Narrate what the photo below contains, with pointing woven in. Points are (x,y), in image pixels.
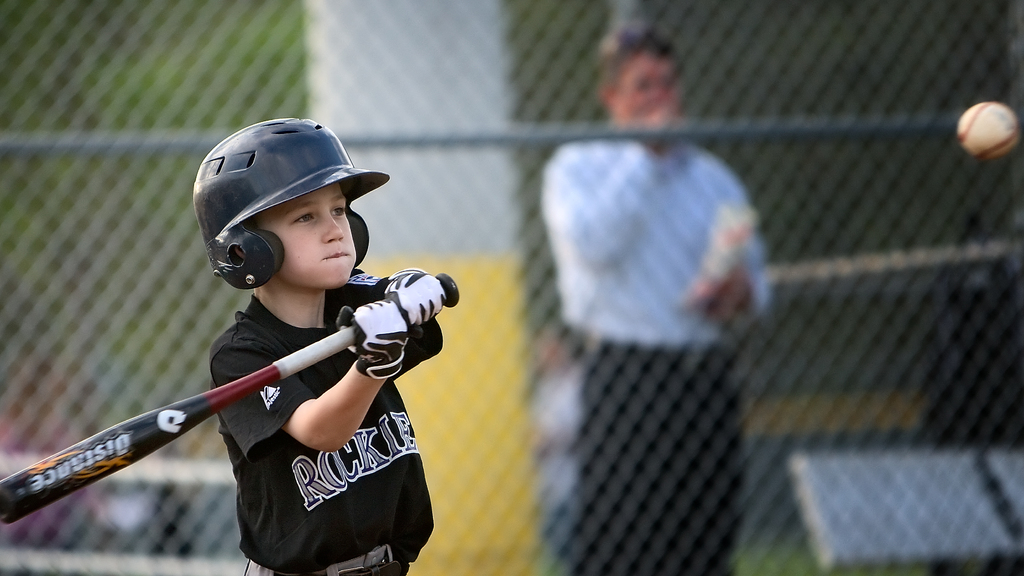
In this image, we can see a kid (282,214) wearing a helmet (248,253) and gloves (377,339) and holding a bat (281,368). In the background (372,121), we can see a mesh (203,47) and there is a ball (977,132) and an other person (668,241) standing and holding a packet (723,234).
